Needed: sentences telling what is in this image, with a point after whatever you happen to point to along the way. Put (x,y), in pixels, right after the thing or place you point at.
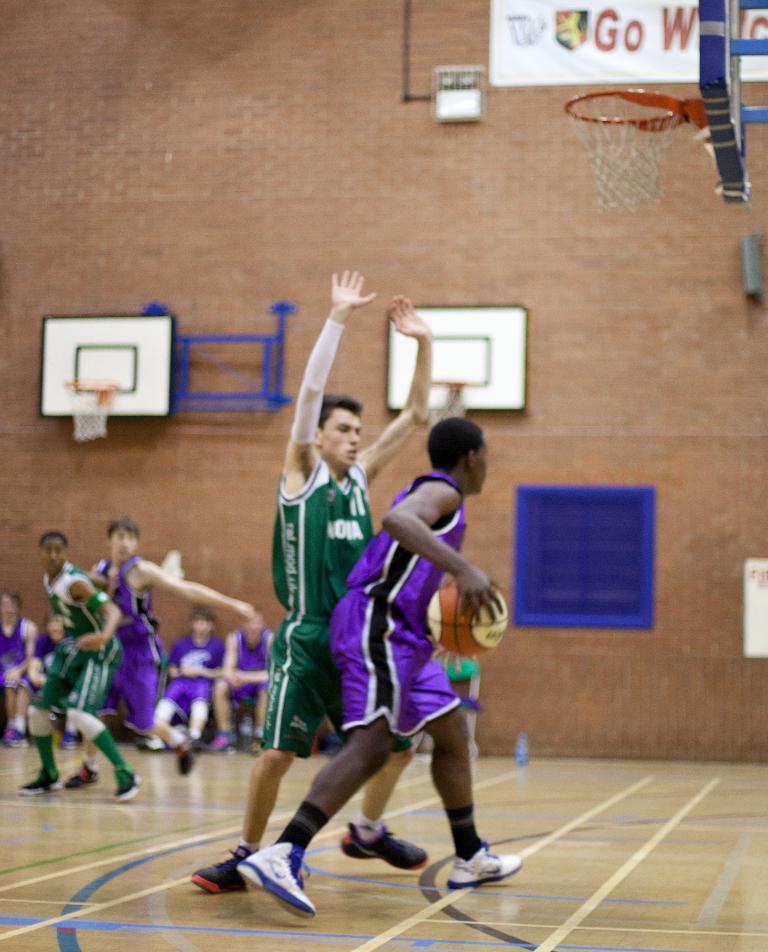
In the image there are few players (320,642) on the court (86,815). In the front of the image (374,569) there is a man (436,579) holding a ball (458,598) in the hand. In the top right corner of the image (733,145) there is a board (711,16) with basket (608,123). Behind them there are few people (220,651) sitting. And in the background (611,608) there is a wall (660,538) with window (567,534), boards (389,307) with baskets (87,385) and also there is a banner (586,10) with some text (625,45) on it.
